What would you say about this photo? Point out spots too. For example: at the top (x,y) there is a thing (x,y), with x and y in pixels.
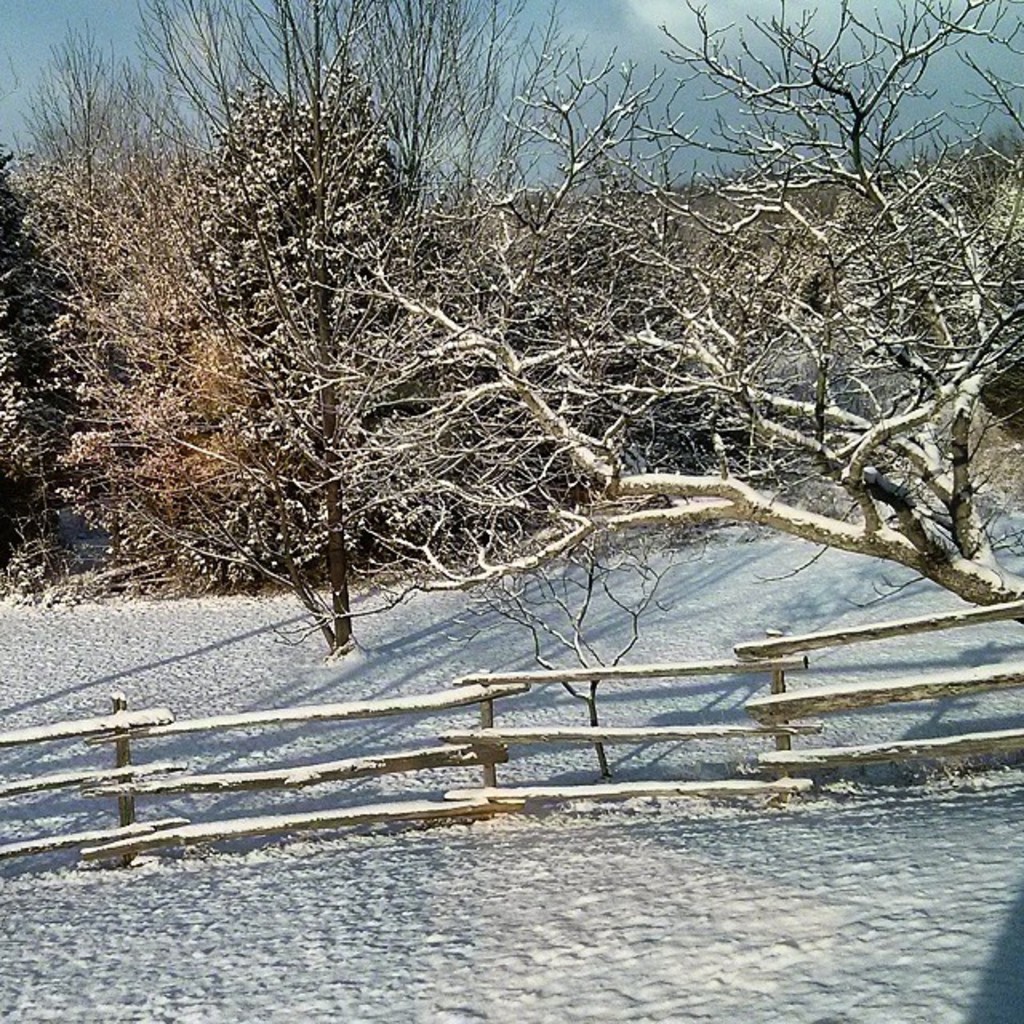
In this picture we can see snow (352,780), wooden fence (233,790) and few trees (327,370).
